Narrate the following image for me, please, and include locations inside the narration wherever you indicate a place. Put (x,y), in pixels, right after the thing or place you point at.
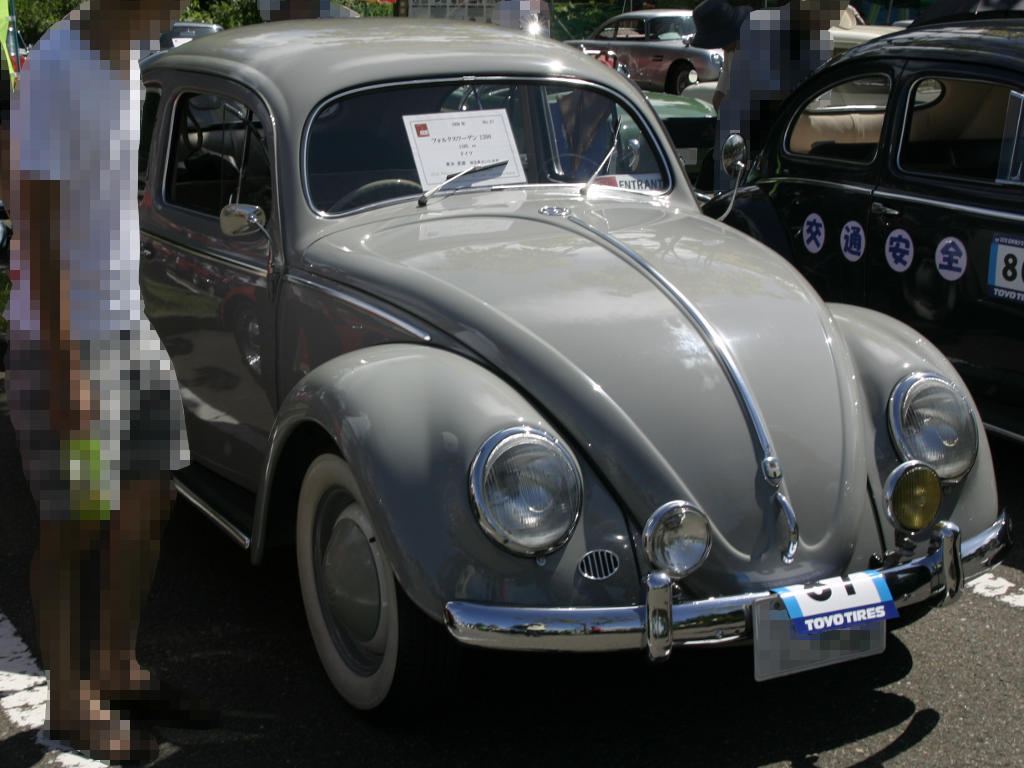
The picture consists of cars (457,229) and people (124,30) on the road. At the top (20,19) there are trees (40,7). In this picture the people (113,166) are blurred.
